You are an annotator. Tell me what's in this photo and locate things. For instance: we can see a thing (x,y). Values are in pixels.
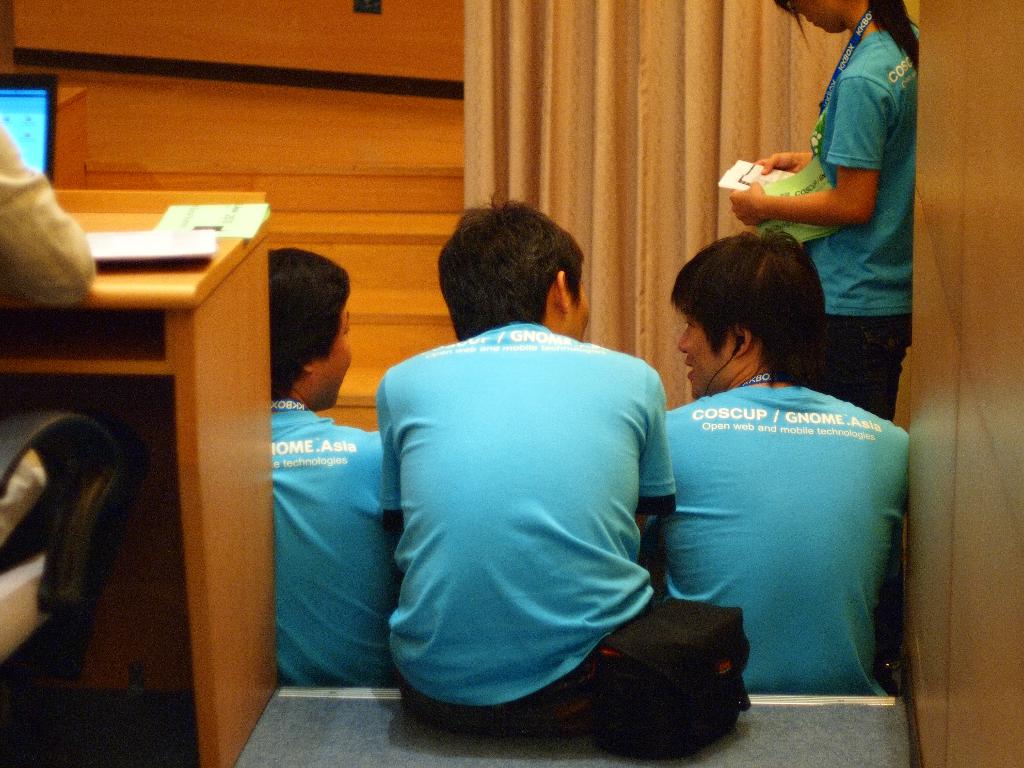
in this picture we can see a group of persons (550,455) sitting and a woman (870,262) is standing, in this picture we can also see table (132,309), on the table (144,301) we can see some papers (169,248) and a laptop (31,121), a person (21,197) is working with a laptop (32,108).
